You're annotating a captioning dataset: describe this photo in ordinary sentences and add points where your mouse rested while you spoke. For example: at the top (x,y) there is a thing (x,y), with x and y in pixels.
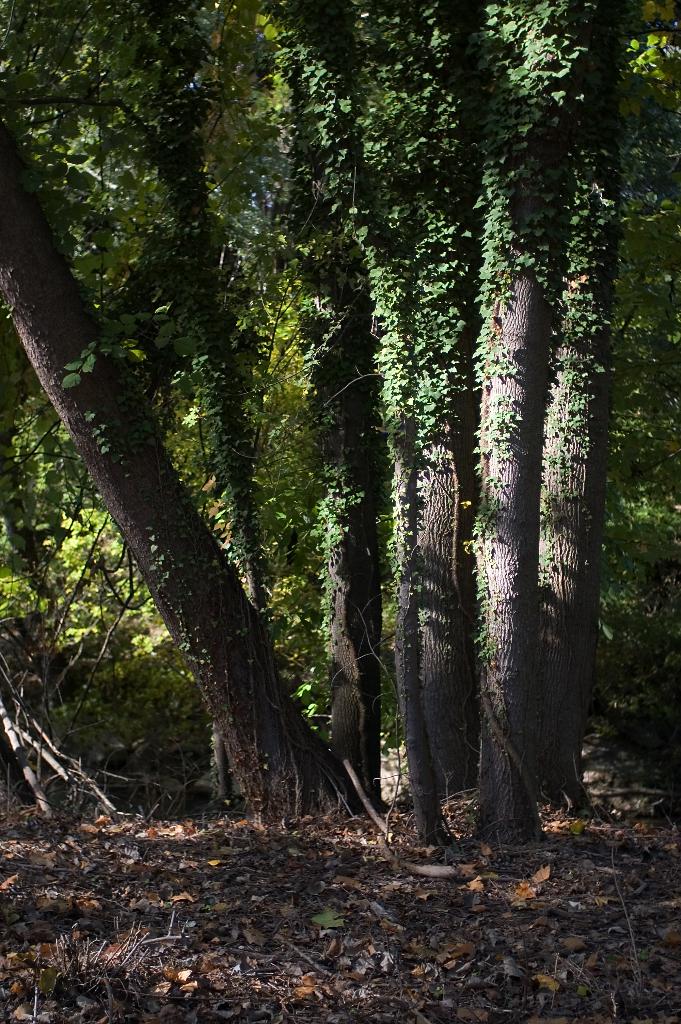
In this image in the front (251,900) there are dry leaves (291,945) on the ground (274,903). In the background (328,446) there are trees (396,408).
